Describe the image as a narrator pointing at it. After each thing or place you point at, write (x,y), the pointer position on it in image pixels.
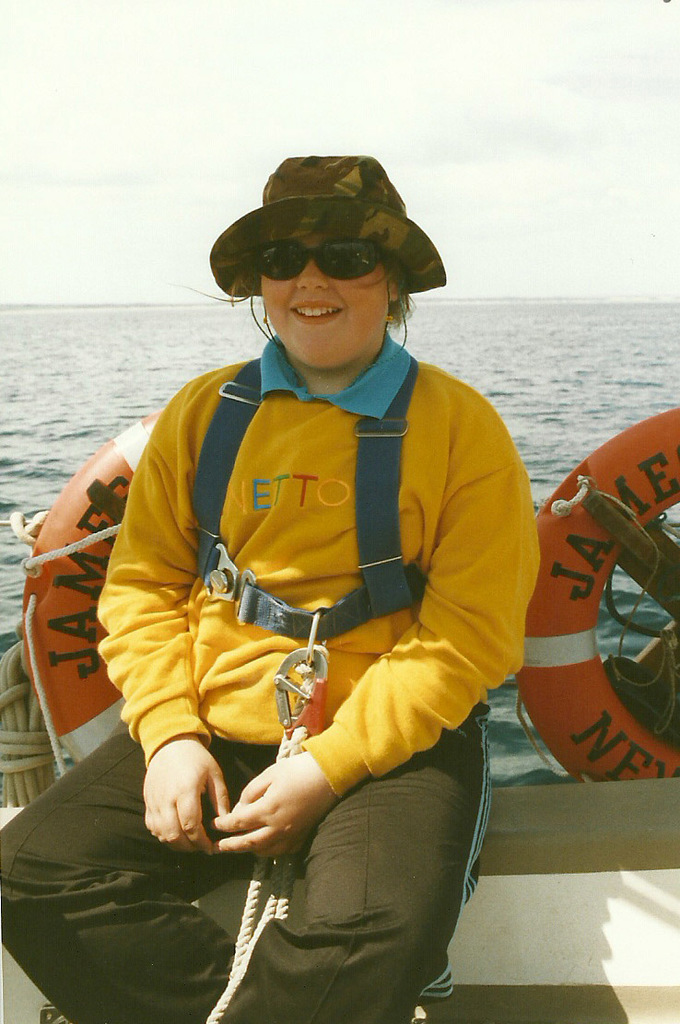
In this picture we can see a woman (448,704) is sitting in a boat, she wore goggles (338,267) and a cap (342,206), we can see two life tubes (590,623) in the middle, in the background (578,447) there is water (549,350), we can see the sky (490,170) at the top of the picture (470,146).
